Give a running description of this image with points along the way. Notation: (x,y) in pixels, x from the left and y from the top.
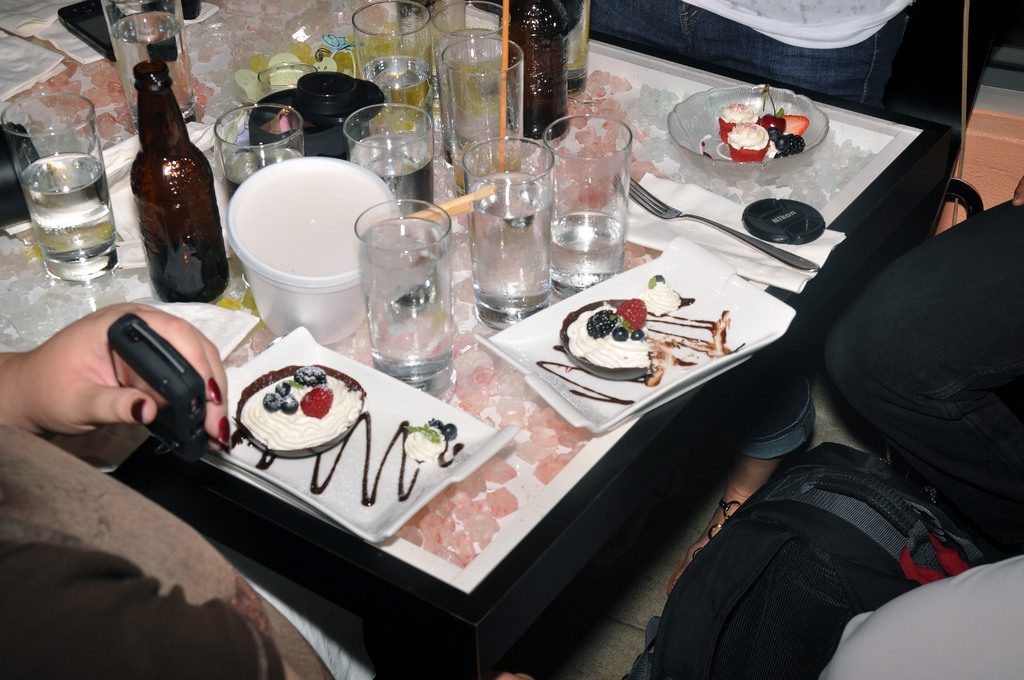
In this image I can see plate (355,490) of food items (400,492), glasses (572,124), fork (733,235) and glass bottles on a table (105,292). There is a hand (86,350) of a person (84,397), on the left (70,415). There are bags (807,654) on the right (723,642).
